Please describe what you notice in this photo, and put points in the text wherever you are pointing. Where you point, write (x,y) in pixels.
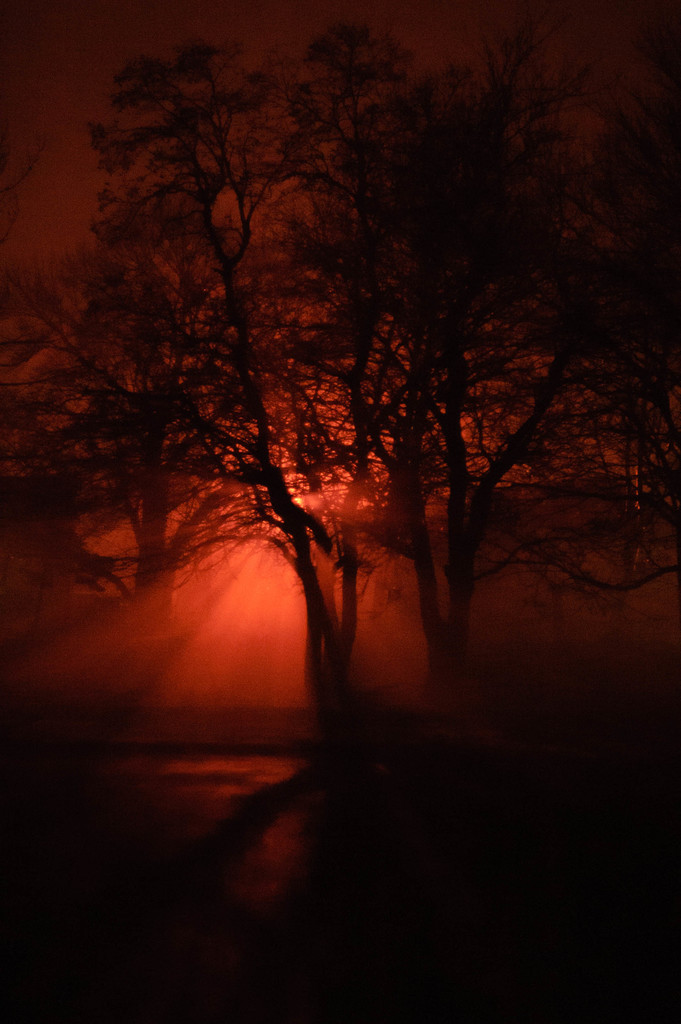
In the picture I can see trees (276,489) and sun rays (245,578).
